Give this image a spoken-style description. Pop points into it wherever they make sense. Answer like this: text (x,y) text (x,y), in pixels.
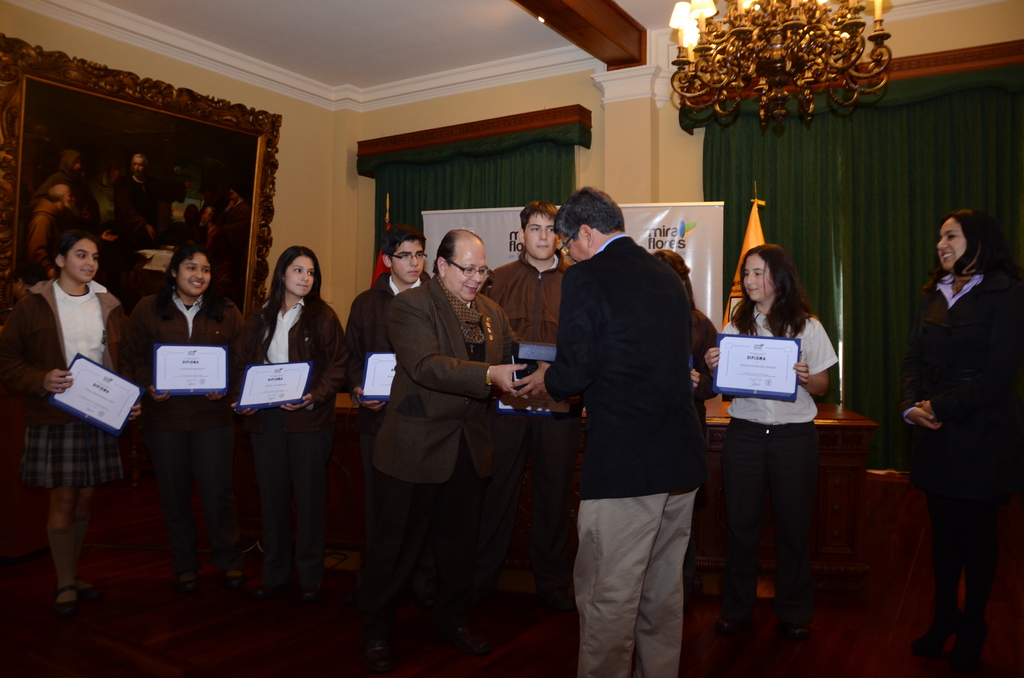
In the foreground of the picture (510,330) there are people (439,373) standing, holding certificates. At the top right (716,67) there is a chandelier (761,78). On the left (156,132) there is a frame (139,175). In the background (770,167) there are curtains (445,185), banner (707,202), flag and a desk (822,428).
